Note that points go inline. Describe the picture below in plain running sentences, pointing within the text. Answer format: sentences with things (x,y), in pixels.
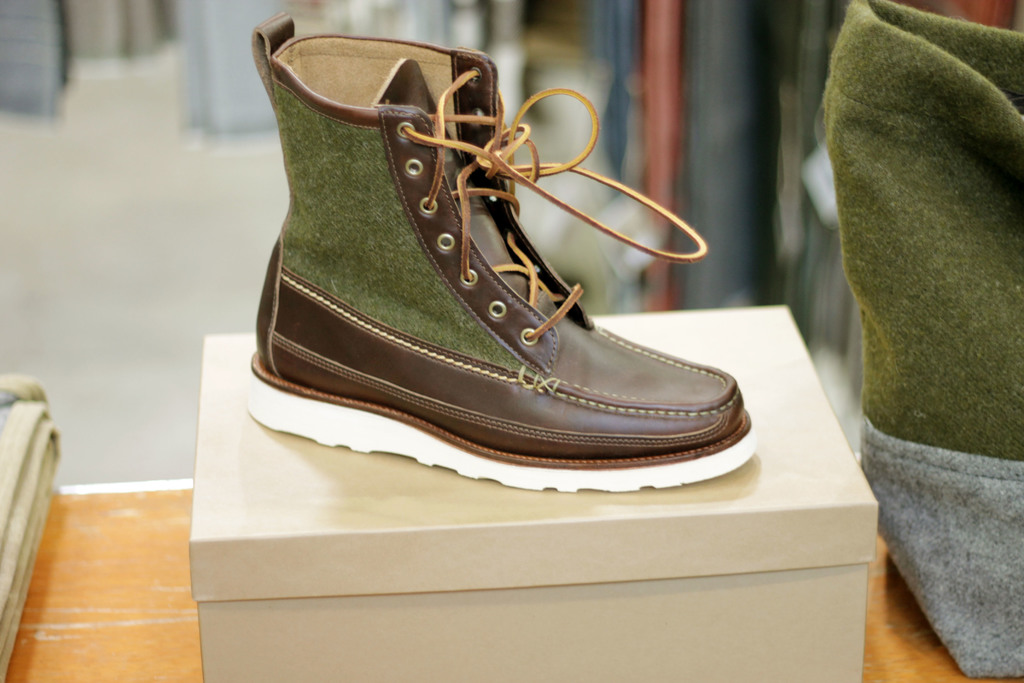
This is a shoe (546,382), which is placed on a box (331,458). On the right side of the image (898,375), that looks like a cloth (955,301). The background (187,367) looks blurry. I think this box (194,560) is placed on the table (160,633).
